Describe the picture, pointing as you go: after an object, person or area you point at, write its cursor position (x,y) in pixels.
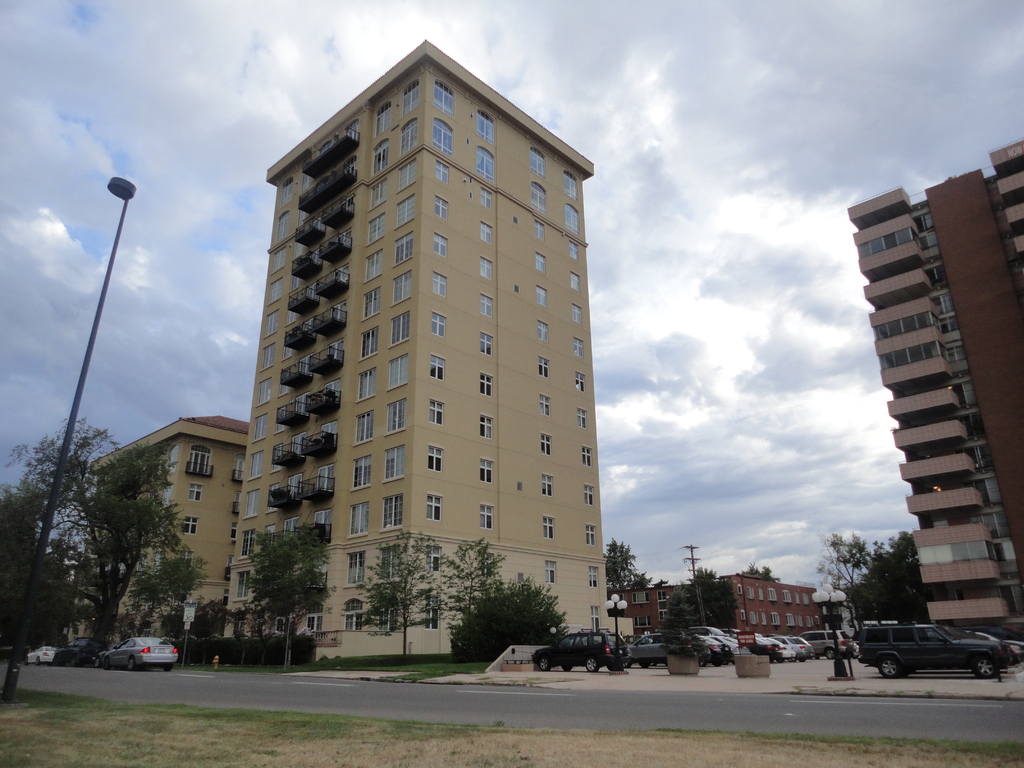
In this picture there is a building (412,359) in the center (549,311) with windows (389,381) and hand-grills (332,325). It is in light yellow in color. Before it there is a road (255,702). Beside it there are vehicles (875,627) parked on the footpath (688,683). Towards the right (965,296), there is another building (888,328). Towards the left (40,528), there is a building (182,485), tree (142,467) and a pole (63,464). In the background (633,543) there are buildings (808,617) trees (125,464) and a sky (639,252).
